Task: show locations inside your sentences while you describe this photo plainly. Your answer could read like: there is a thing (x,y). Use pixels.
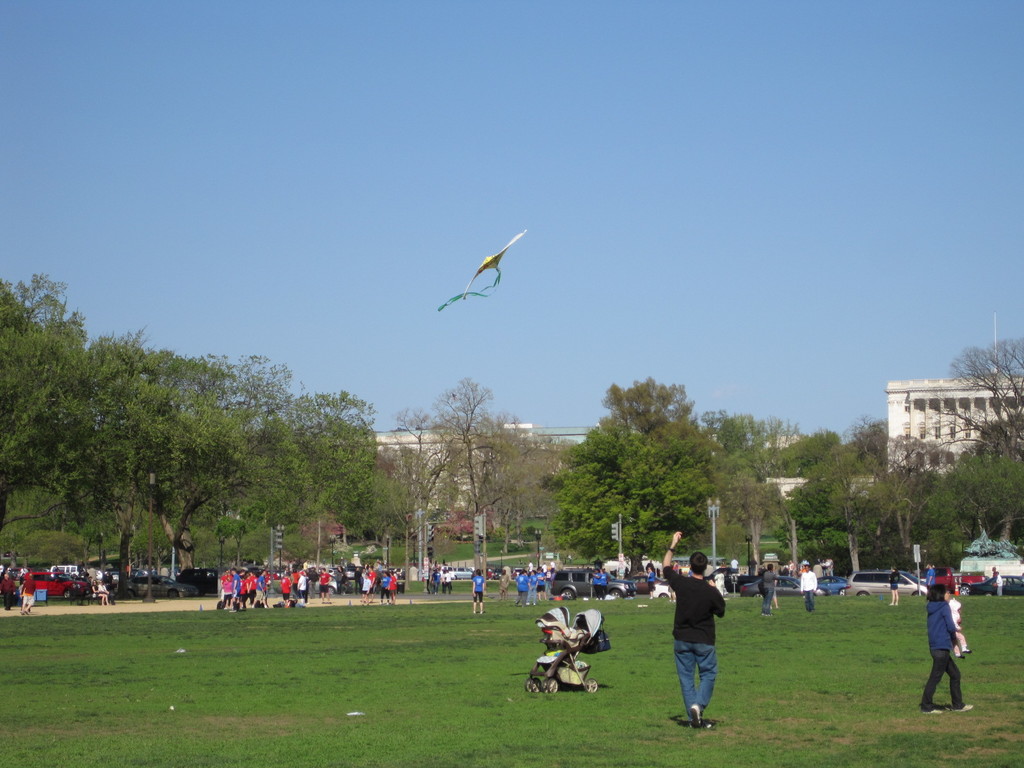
In this picture we can observe some people (266,580) standing in the ground (319,647). We can observe some grass (300,673) on the ground (404,673). There is a person (680,595) flying kite (493,266) in the air (500,343). In the background (268,470) there are trees (631,475) and we can observe a sky (401,151) here.
